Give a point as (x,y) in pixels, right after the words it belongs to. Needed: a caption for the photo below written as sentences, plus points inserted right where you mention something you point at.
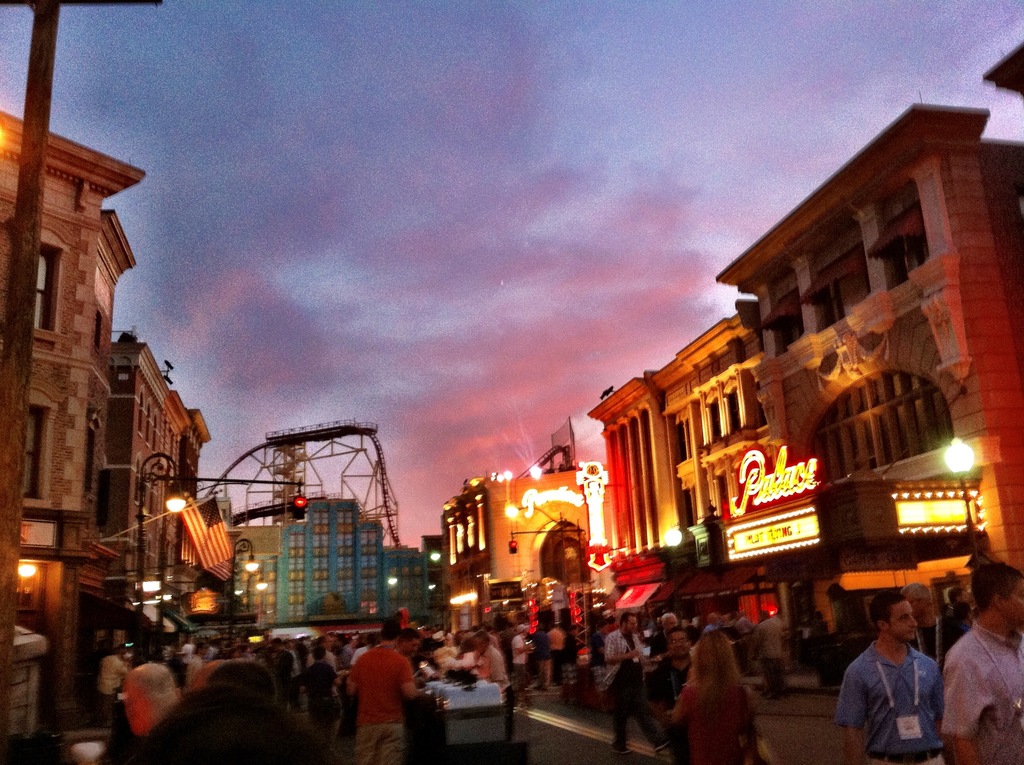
As we can see in the image there are buildings (479,478), few people (451,631) here and there and banners (753,544). On the top (555,92) there is sky (523,100) and clouds (506,220).
